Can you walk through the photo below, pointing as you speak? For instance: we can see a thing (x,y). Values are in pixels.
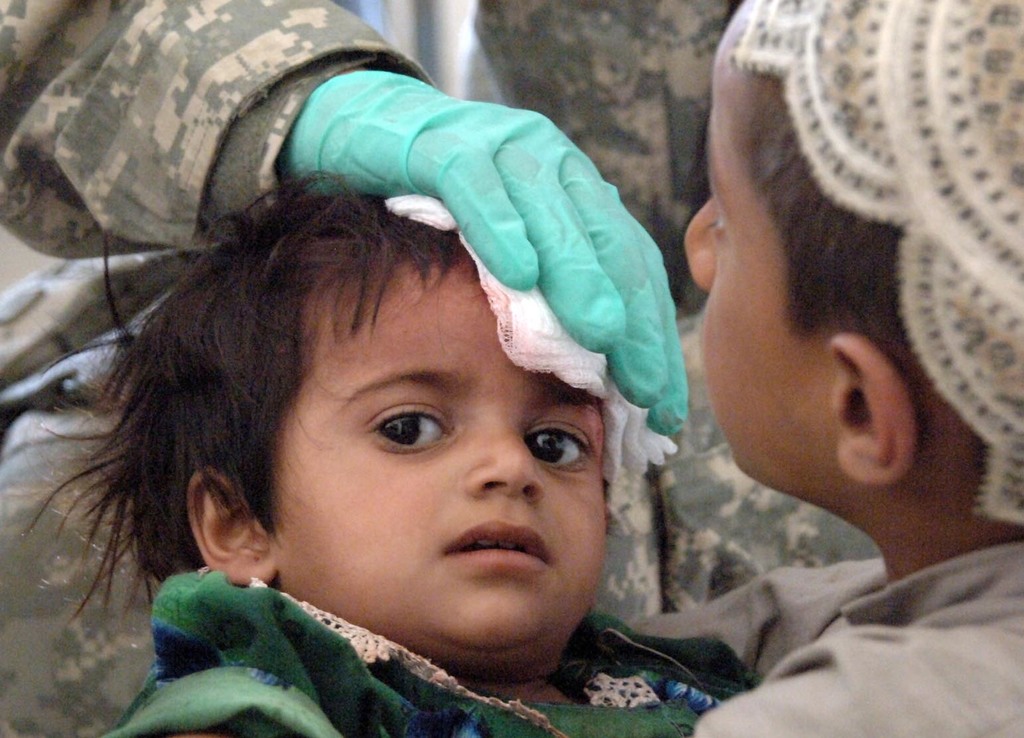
In this image in the center (672,303) there is one person (211,126) who is wearing a gloves (528,220) and he is putting a kerchief (499,298) on one child (426,506), and on the right side (916,554) there is one boy (914,311).
